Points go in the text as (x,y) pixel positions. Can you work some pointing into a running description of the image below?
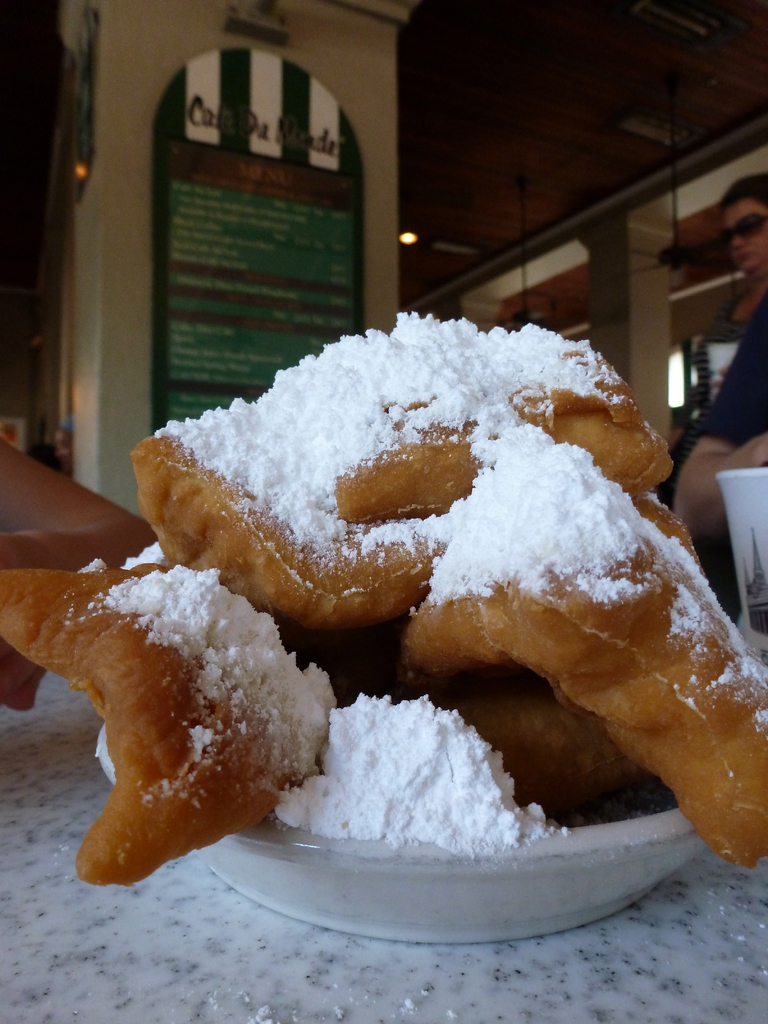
In this image I can see food (380,796) which is in brown color in the bowl (581,909) and the bowl (472,896) is in white color. Background (244,188) I can see the other person (710,374) standing and a board (252,93) attached to the wall (134,174) and the wall (138,333) is in cream color.
